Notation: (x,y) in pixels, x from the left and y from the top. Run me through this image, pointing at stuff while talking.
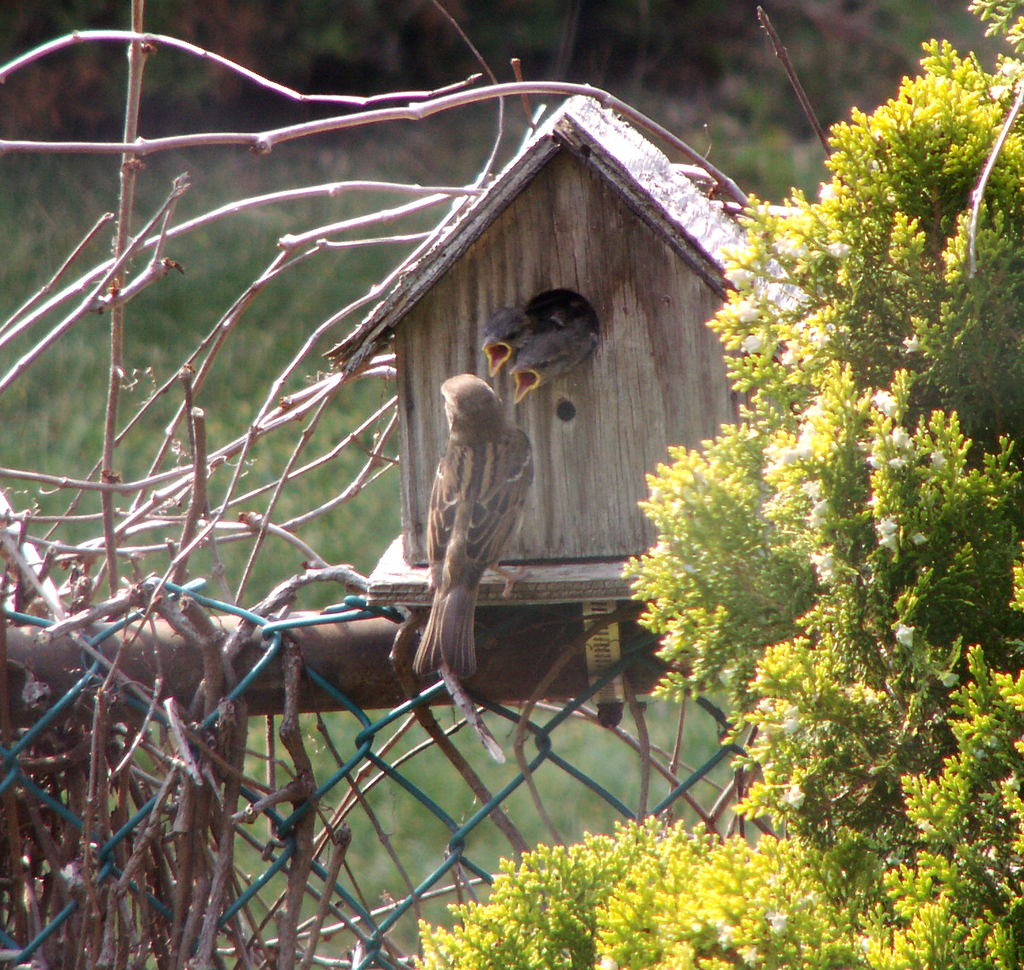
Here we can see a bird (491,458) standing on a platform (533,579) at the bird house (512,390) and we can see two more birds (532,354). On the right (689,844) there is a plant (830,641) and on the left (164,663) there is a net (295,812), pole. In the background (360,813) we can see grass (175,213).
